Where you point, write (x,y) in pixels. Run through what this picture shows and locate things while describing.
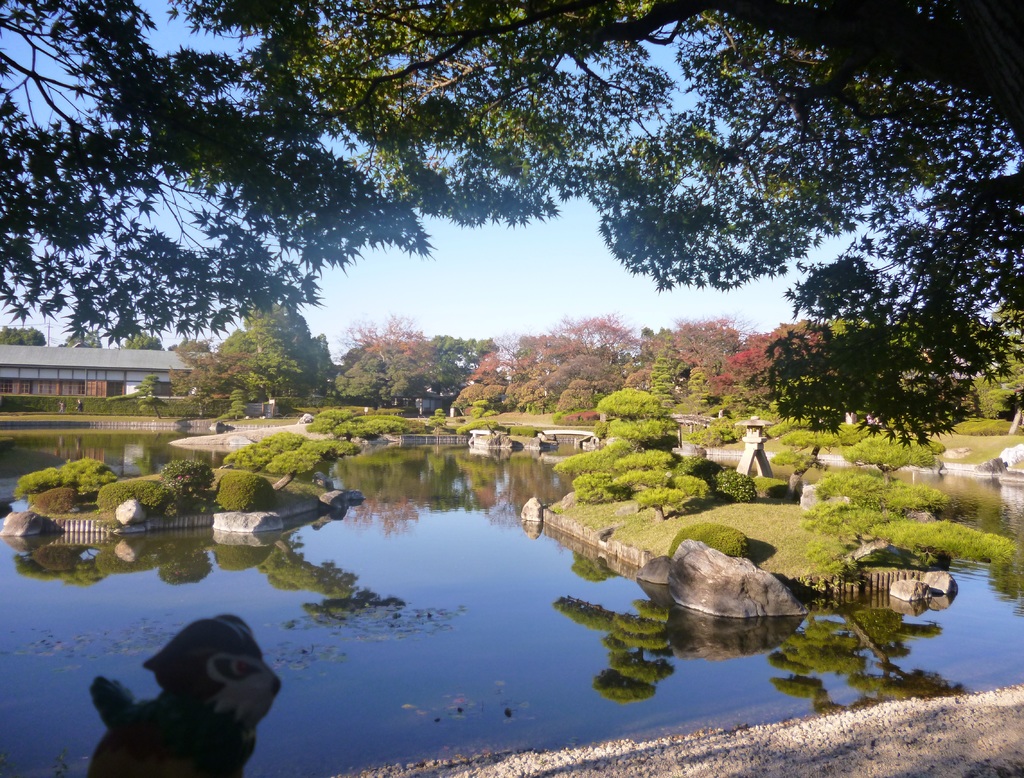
In the foreground of this image (155,770), on the bottom (219,694), there is a toy (177,711) which is on the left side (170,737). In the background (278,563), there is water (447,538), shrubs (251,503), stones (136,518), trees (226,376), a building (133,377) and a sky (450,262). On the top (435,69), there is a tree (532,59).
